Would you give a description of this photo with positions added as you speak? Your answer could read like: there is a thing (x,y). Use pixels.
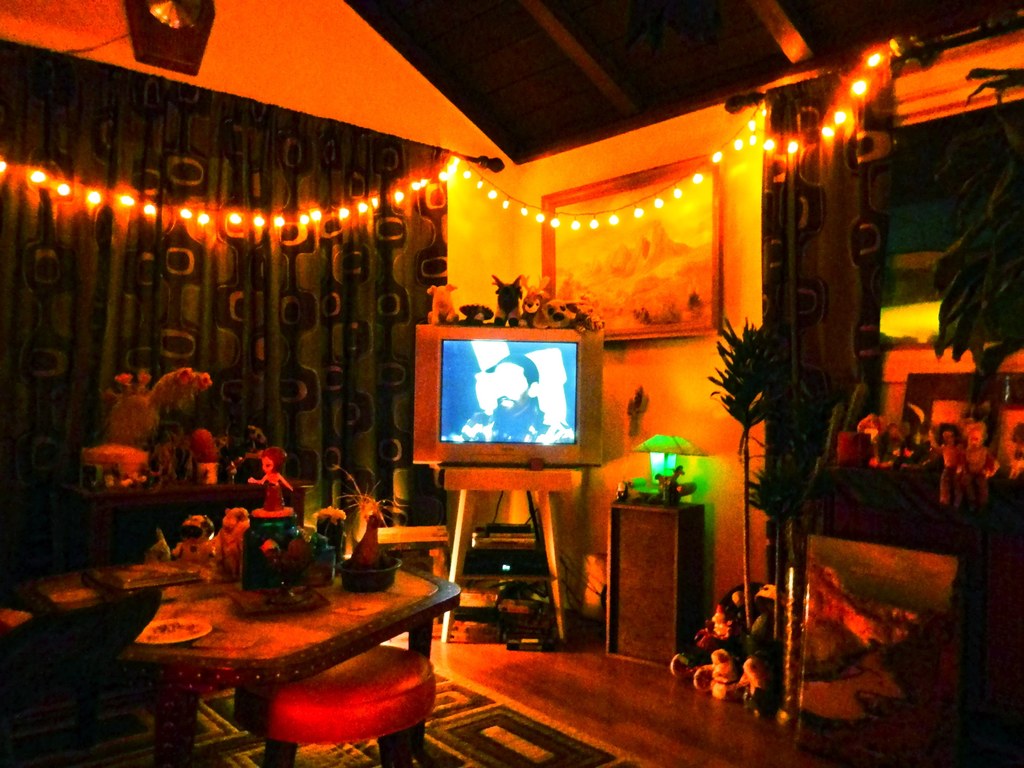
There are tables (212,515). On the tables (167,591) there are some decorative items (212,533). Also there is a TV stand (504,488) with TV (488,396). On the TV (426,331) there are some toys (543,308). Near to that there is a box (654,523). On that there is a lamp (656,479). Also there are plants (776,499). On the floor (646,686) there is a carpet (561,730) and some toys (698,657). In the back (277,131) there is a wall (234,91) with curtains (284,297) and a photo frame (659,271). Also there are light decorations (339,207). Also there is a stool (374,675) near to the table (288,669). There are many other items (954,451) in this room (935,448).
